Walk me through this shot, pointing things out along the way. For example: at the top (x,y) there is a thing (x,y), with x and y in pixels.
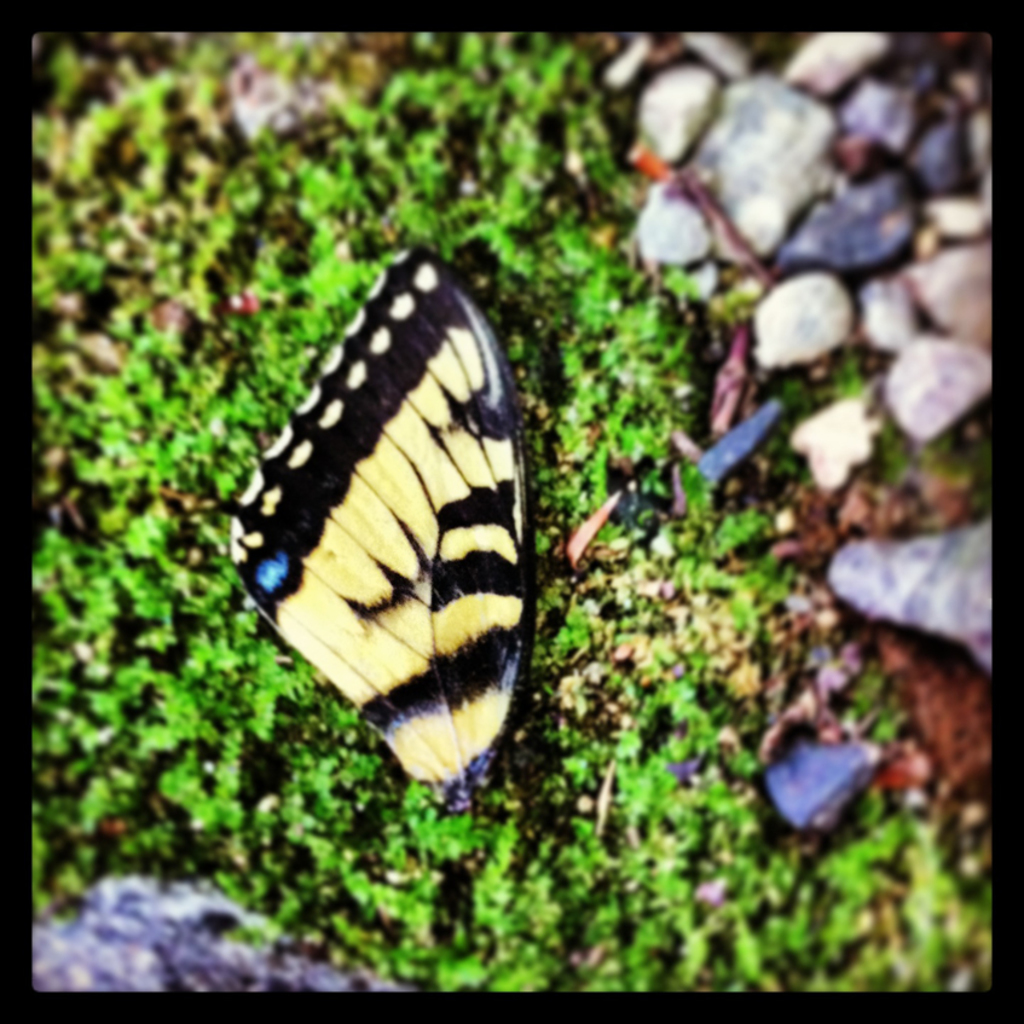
In this image I can see the butterfly (333,628) on the grass (387,813). I can see the butterfly (417,770) is in black and yellow color. To the right (704,458) I can see the stones (723,458).
